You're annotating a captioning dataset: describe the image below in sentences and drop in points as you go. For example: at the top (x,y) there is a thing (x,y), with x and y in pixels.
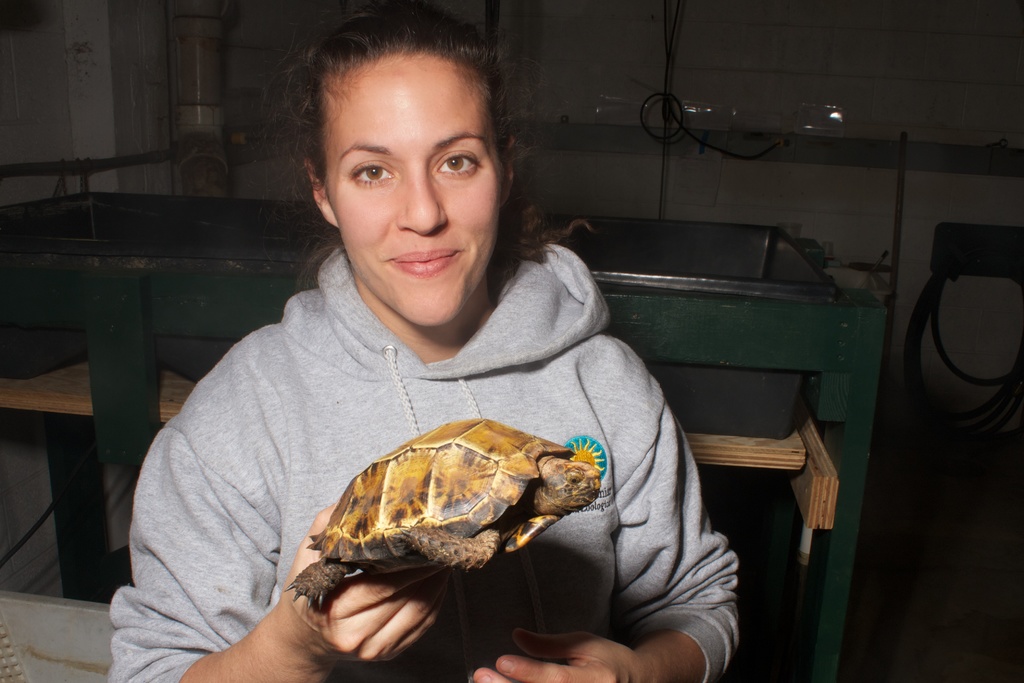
In this picture we can see a woman (304,402) and she is holding a tortoise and in the background (971,313) we can see a wall (990,290), pipe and some objects (707,416).
